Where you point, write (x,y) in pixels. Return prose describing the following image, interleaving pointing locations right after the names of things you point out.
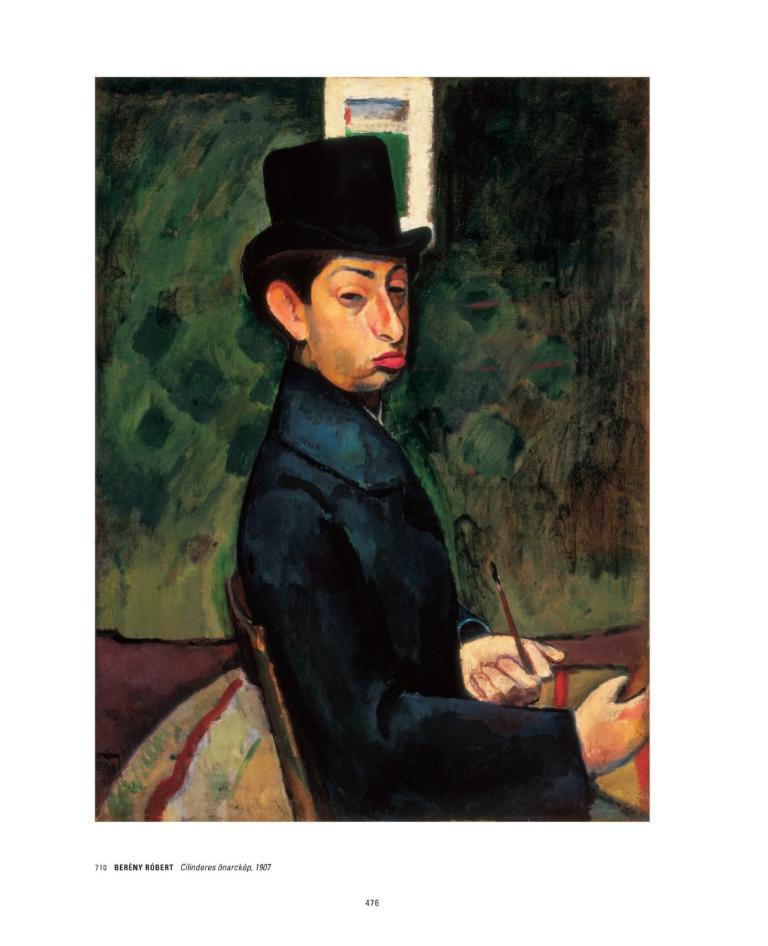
In this image I can see a painting (377,417) of the person (400,626). Background (570,319) is in green and black color. He is wearing blue dress (335,453) and a black cap (320,199).
